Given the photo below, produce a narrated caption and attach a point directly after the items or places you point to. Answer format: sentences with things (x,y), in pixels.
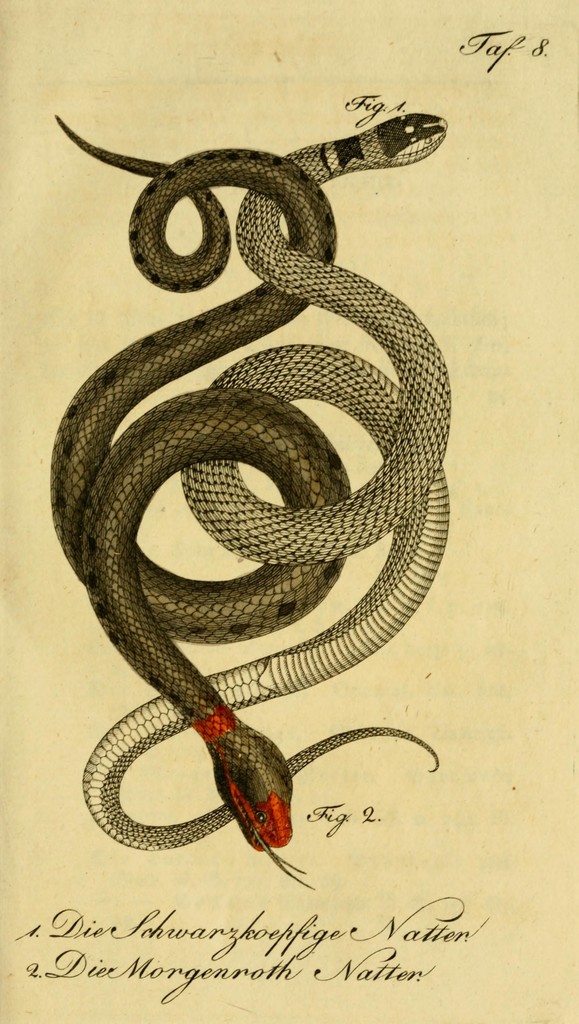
In this image we can see depictions (334,659) of snakes (122,823) and some text (168,916) on the paper (406,32).
